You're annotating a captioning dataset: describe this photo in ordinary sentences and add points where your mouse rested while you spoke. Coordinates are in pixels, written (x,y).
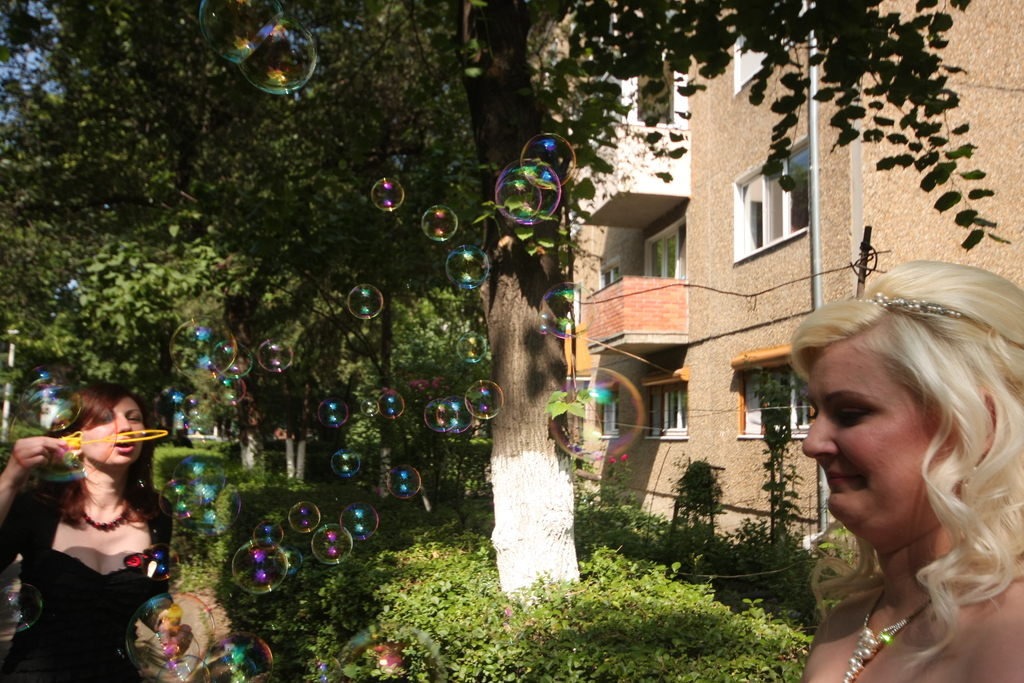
Here in this picture we can see two women (123,459) standing over a place (720,655), the woman (991,462) on the right side (868,493) is smiling and the woman (111,514) on the left side (142,530) is blowing bubbles (206,483) with the equipment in her hand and we can see bubbles (312,504) all over there and we can also see plants (415,602) and trees (282,302) present all over there and on the right side (742,248) we can see a building (664,199) present over there.
